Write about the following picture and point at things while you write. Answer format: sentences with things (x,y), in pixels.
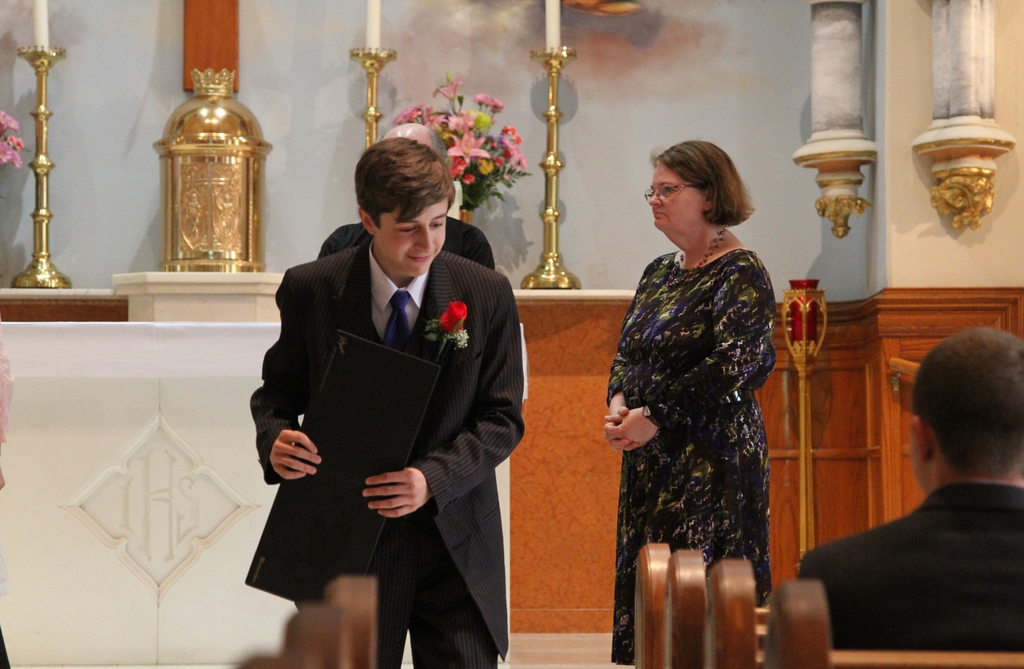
In this picture I can see a person (460,386) wearing coat (470,504) and holding an object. I can see a woman (672,396) standing on the right side (695,331). I can see a person (858,559) sitting. I can see flower vase (478,164).
